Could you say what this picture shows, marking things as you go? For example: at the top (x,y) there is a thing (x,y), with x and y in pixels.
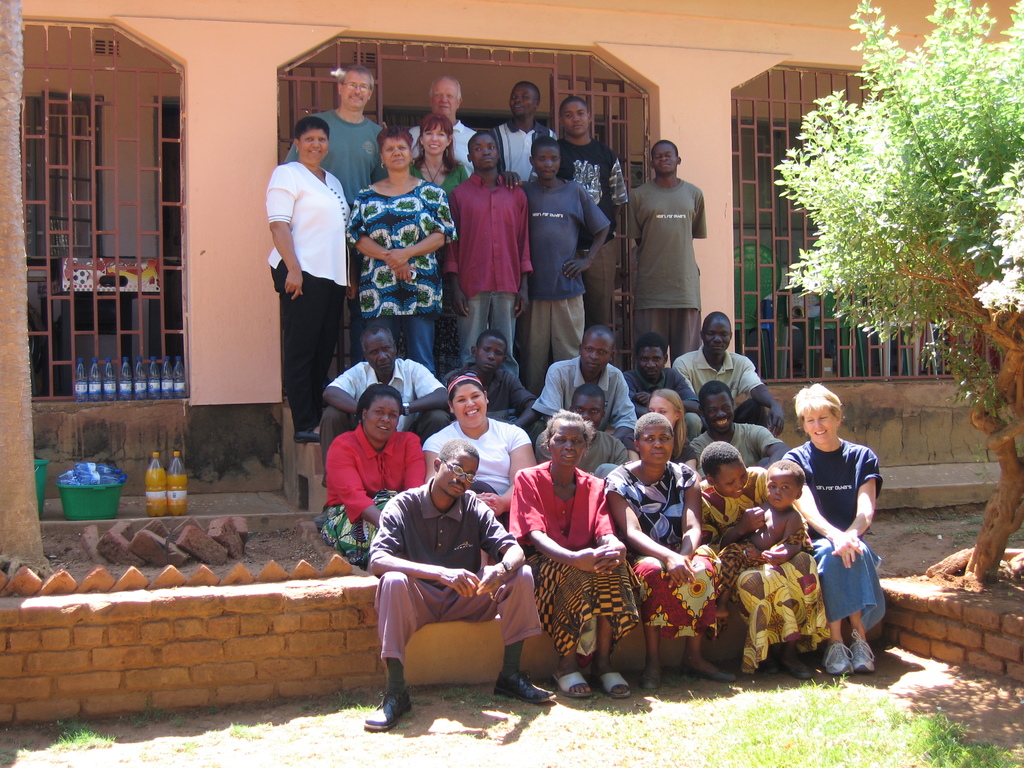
In this picture there is a group of people (602,350). In this group (473,191) some of them were standing and some of them were sitting. There were men (501,411) and women (412,184) in this picture. In the right side (899,308) there is a tree (943,185). In the background (523,39) there is a house (179,156).
